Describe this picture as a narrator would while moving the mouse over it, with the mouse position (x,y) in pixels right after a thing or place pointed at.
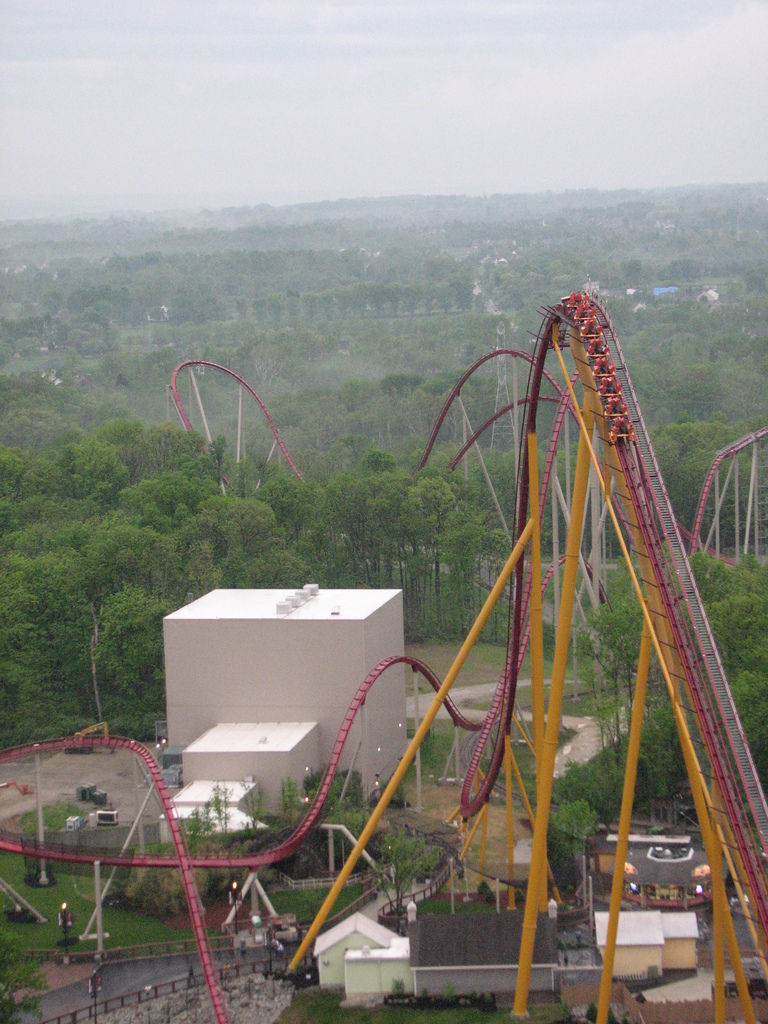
I n this image I can see a roller coaster (596,508), buildings (389,722), trees (131,872), poles (117,867) and other objects (151,833) on the ground (156,960). In the background (282,154) I can see the sky (286,116).
